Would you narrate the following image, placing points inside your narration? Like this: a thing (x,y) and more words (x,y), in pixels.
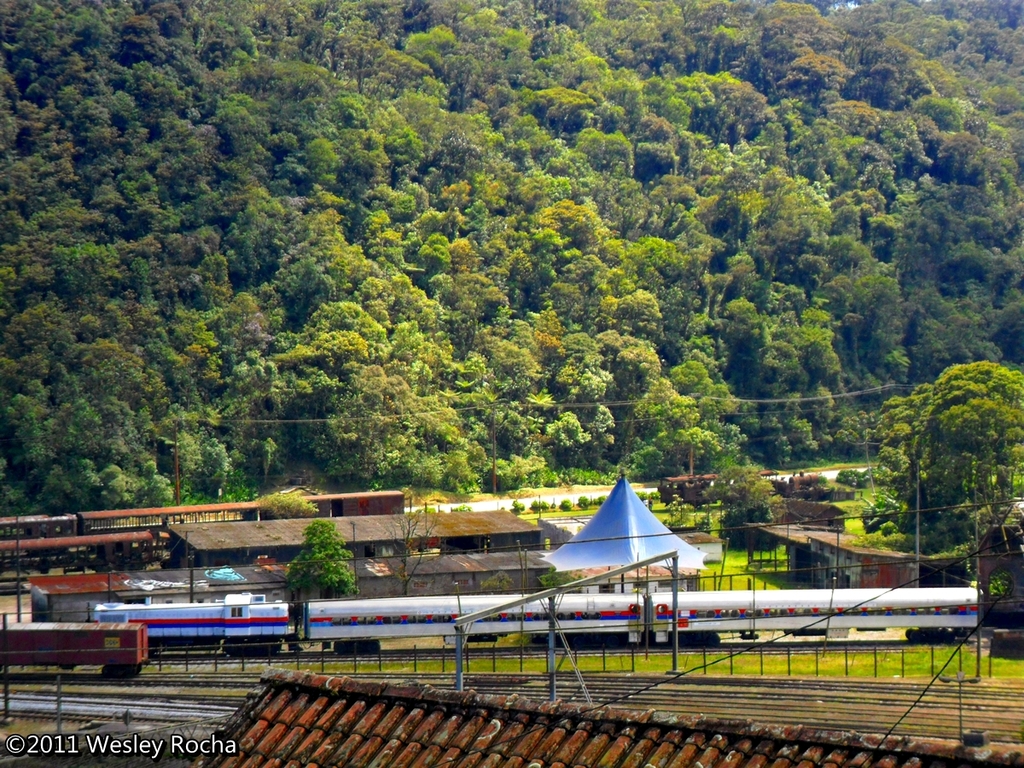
In this picture we can see trains (260,635) on railway tracks (912,695), grass (483,665), fence (790,651), tent (615,513), houses (294,730), poles (638,578) and in the background (748,449) we can see trees (745,385).
